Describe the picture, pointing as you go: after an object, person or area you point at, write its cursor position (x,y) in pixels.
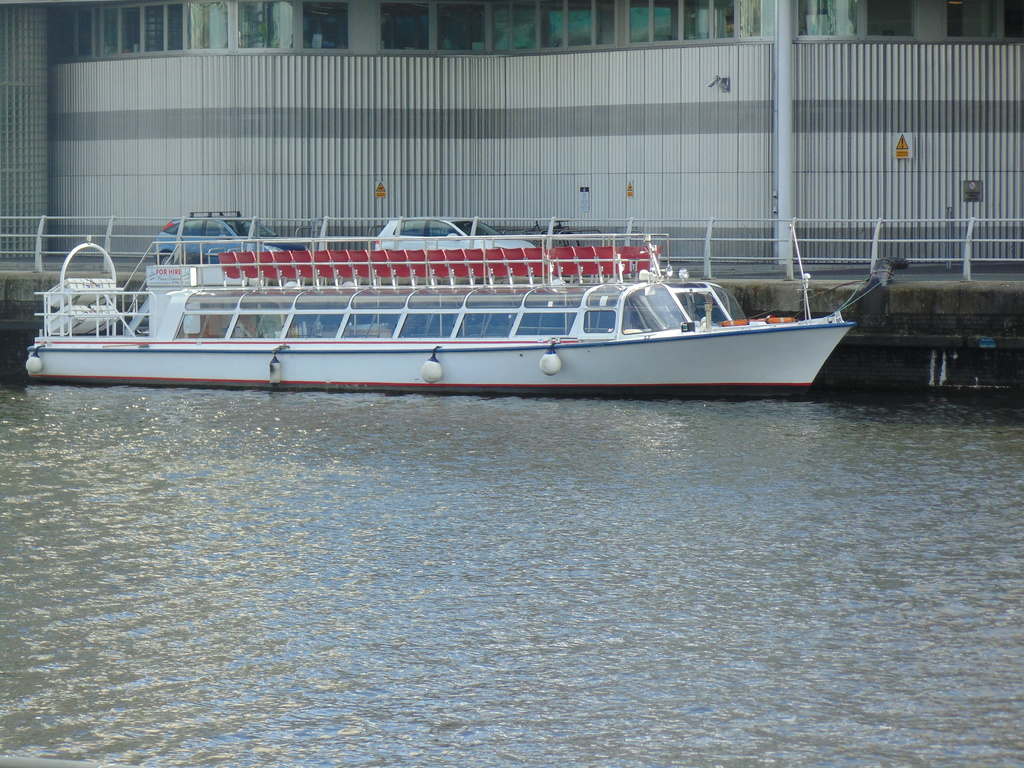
There is a boat (289,344) on the water (388,403). Near to that there is a railing (132,252) and cars (240,228) on the road (147,258). In the background (405,132) there is a building (527,91) and a pole (785,127) is near to the building (767,155). And some sign boards (897,145) are on the building (880,145).
